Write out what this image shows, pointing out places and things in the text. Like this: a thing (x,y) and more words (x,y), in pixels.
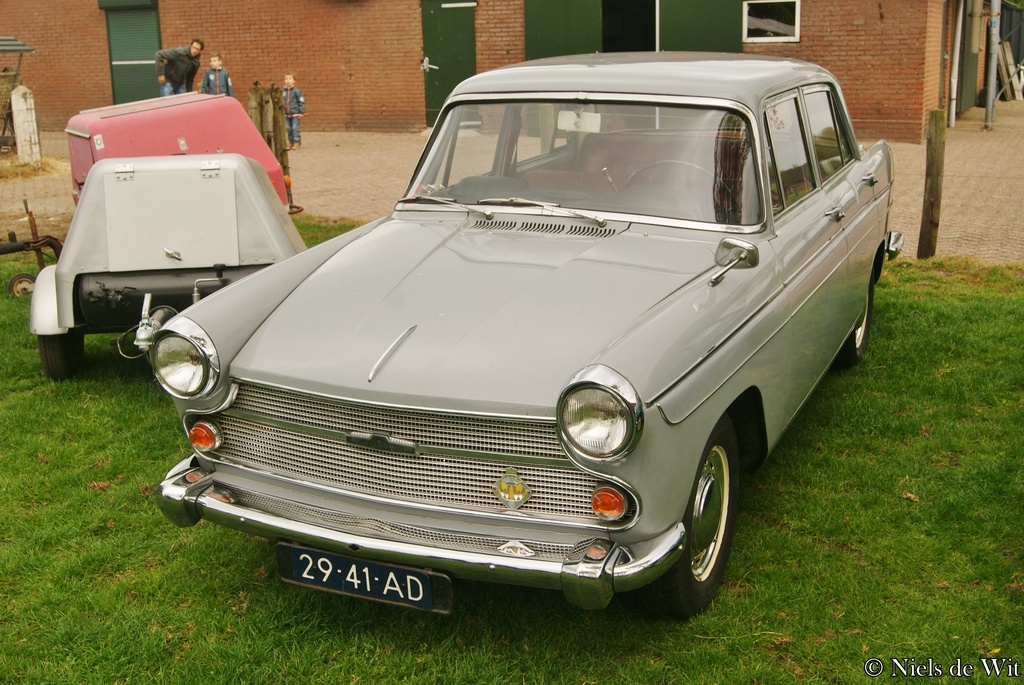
This image is taken outdoors. At the bottom of the image (252,612) there is a ground (98,452) with grass (834,469) on it and there is a sidewalk (394,168). In the middle of the image (672,358) a car (597,424) is parked on the ground (34,342). On the left side of the image (176,216) there are two vehicles (136,203) on the ground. In the background (59,30) there is a building (265,56) and a man (178,91) and two kids (230,85) are standing on the ground (352,143).
